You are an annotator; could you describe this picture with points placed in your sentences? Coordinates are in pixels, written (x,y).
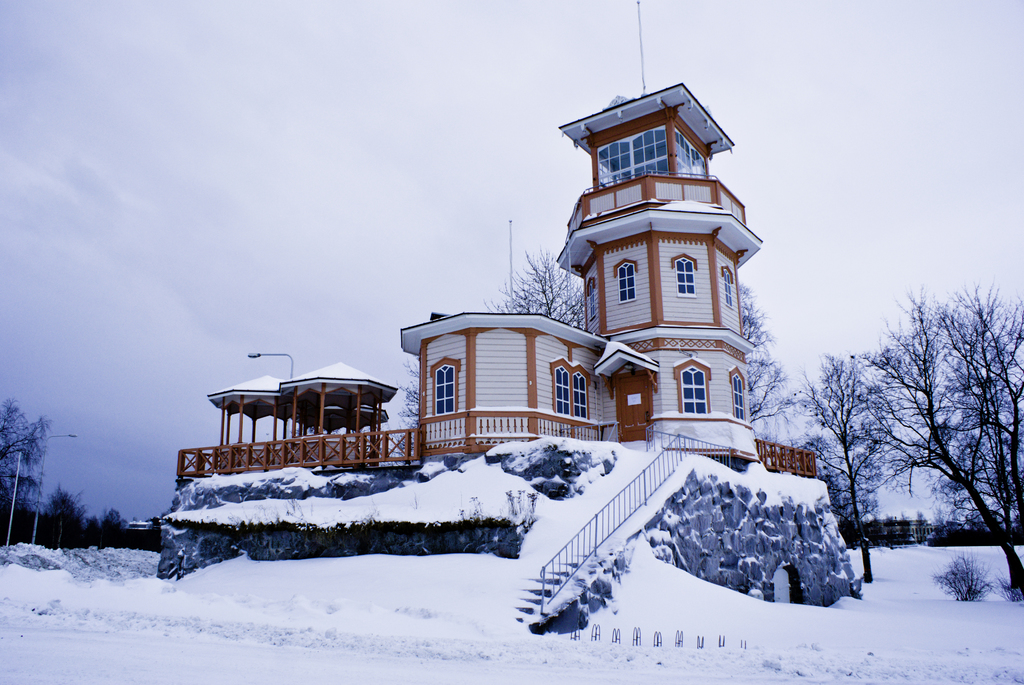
In this picture we can see some objects (641,632) in the snow (360,631). There are stairs (649,464), railings (658,468), windows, glass objects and a few things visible on the building (606,417). We can see street lights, poles (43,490), trees (1003,535), other objects (509,531) and the sky (130,28).
